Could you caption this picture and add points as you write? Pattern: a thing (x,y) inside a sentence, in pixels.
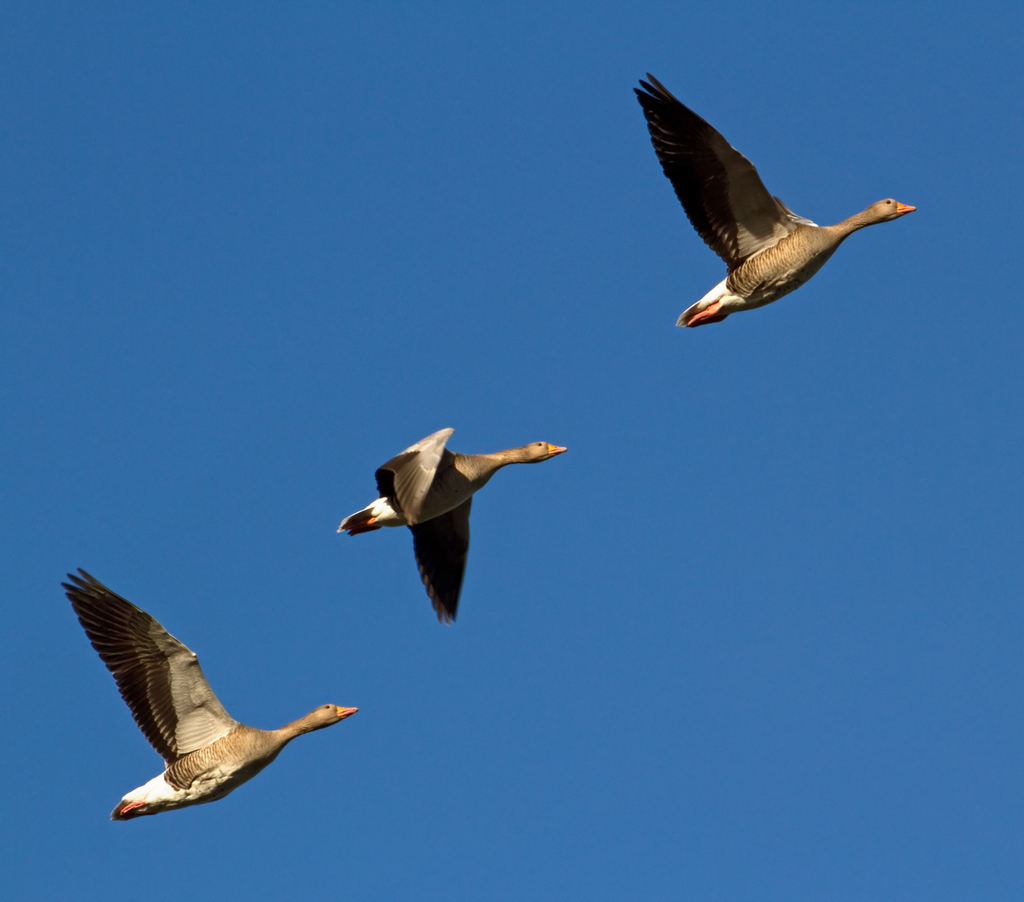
This image is taken outdoors. In the background (600,612) there is a sky (273,507). In the middle of the image (446,453) three birds (418,474) are flying in the sky (594,545).
